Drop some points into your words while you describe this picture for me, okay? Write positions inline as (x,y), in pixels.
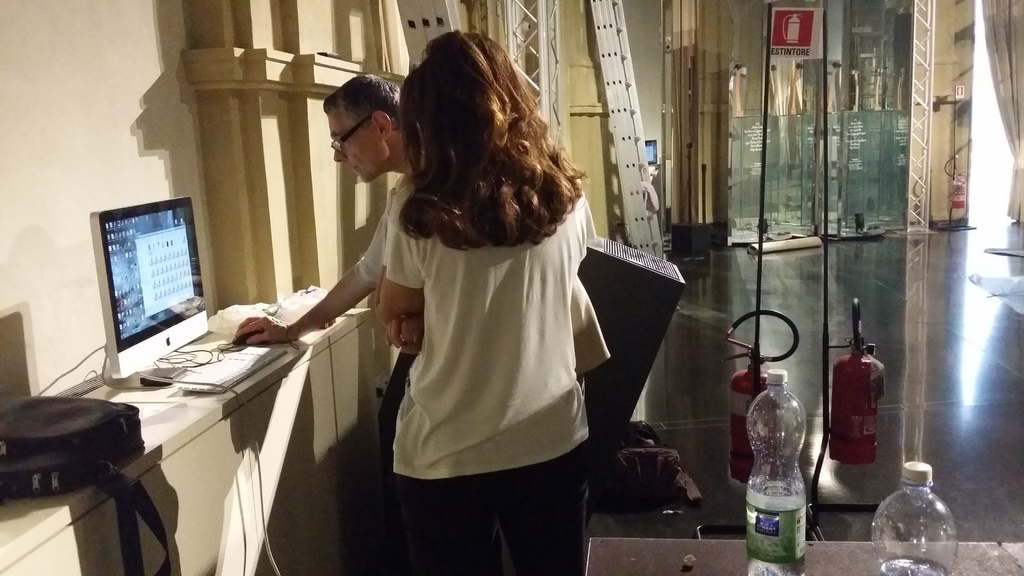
This is the picture of two people (455,263) who are standing in front of the desk (247,405) on which there is a bag (67,419) and a system (165,286) and behind them there is a table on which there are some bottles (779,481) and some gas cylinders (854,340).
